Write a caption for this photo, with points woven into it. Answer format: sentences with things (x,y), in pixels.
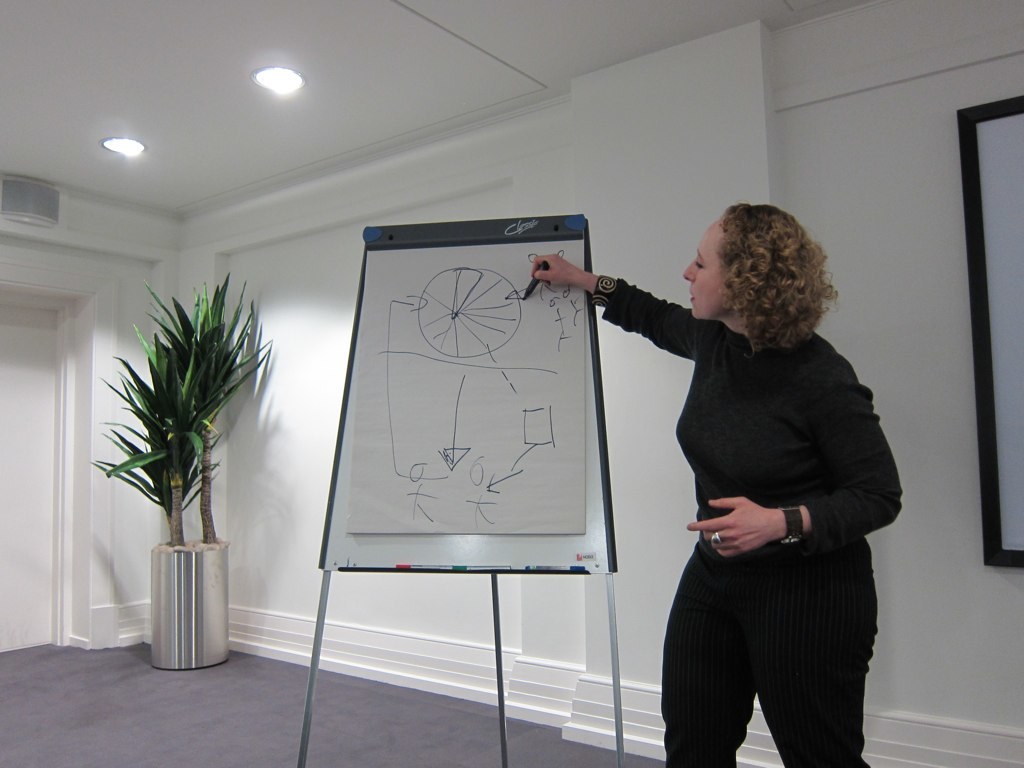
This image is taken indoors. At the top of the image (332,84) there is a ceiling (332,84) with two lights (278,90). At the bottom of the image (216,725) there is a floor (271,726). In the background (327,282) there is a wall (674,214) with a frame (987,290) on it. In the middle of the image (465,315) there is a board (469,467) on stand (474,563) and there is a paper (467,377) on the board (524,534). On the right side of the image (753,386) a woman (743,509) is standing and she is writing with a marker pen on the paper (461,348). On the left side of the image (34,505) there is a door (53,499) and there is a plant (167,501) in the pot (204,622).
